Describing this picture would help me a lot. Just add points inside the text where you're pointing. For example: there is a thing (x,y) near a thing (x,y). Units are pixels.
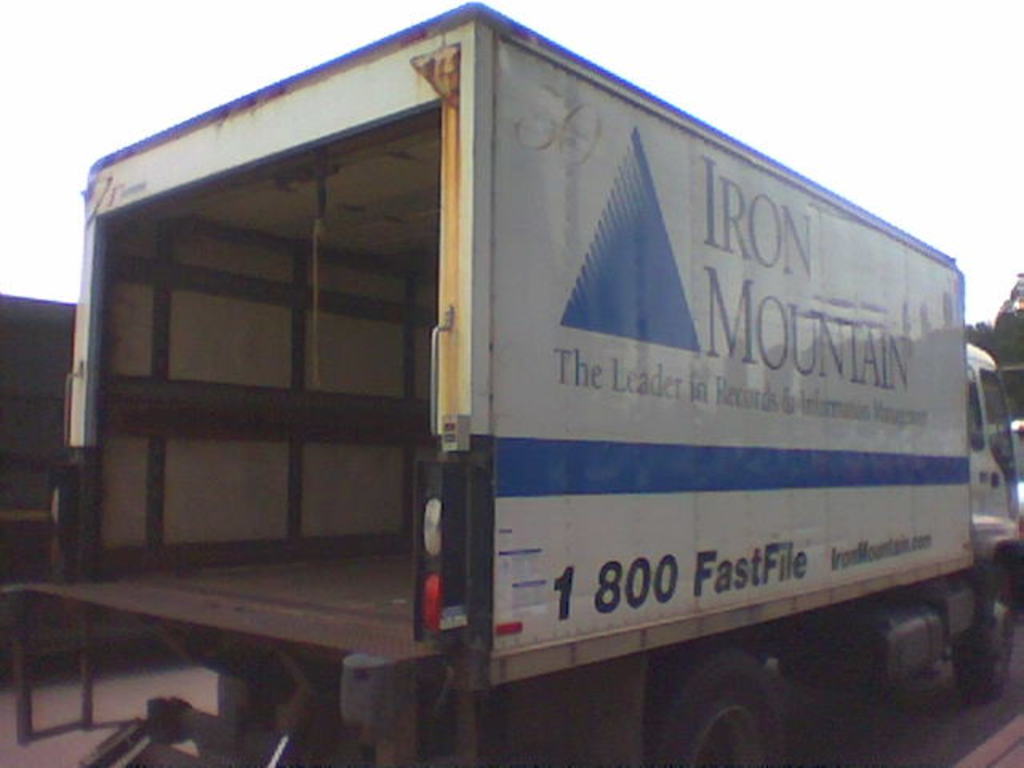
In this image in front (815,549) there are vehicles (624,673) on the road (962,729).
